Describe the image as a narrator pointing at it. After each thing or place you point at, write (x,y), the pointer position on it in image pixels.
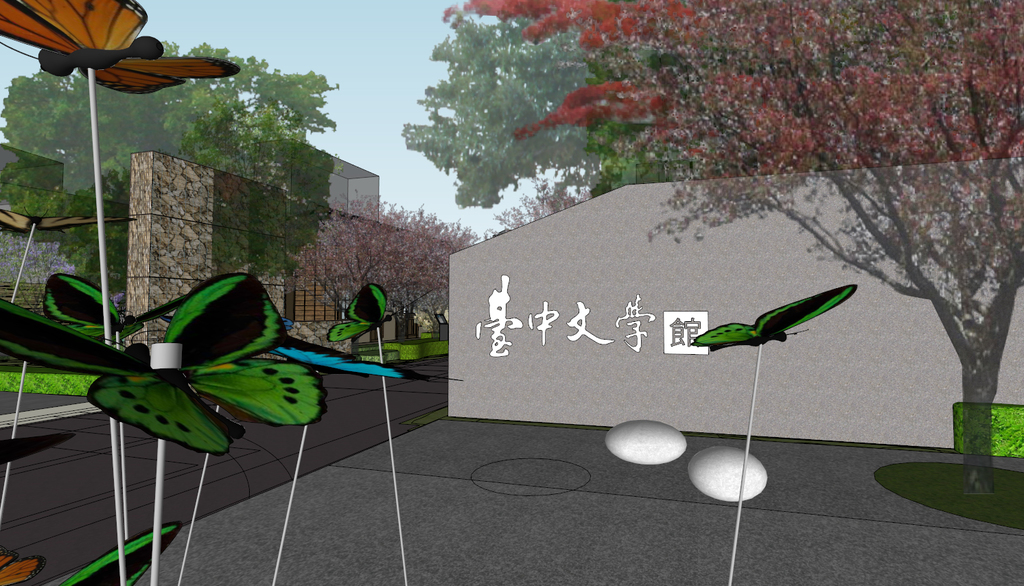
This is an animated image in which the front there are butterflies (311,389) and there are eggs (633,443) and there is a tree (968,253). In the background (196,241) there are trees (418,266) and there is a wall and there is grass (76,387).
